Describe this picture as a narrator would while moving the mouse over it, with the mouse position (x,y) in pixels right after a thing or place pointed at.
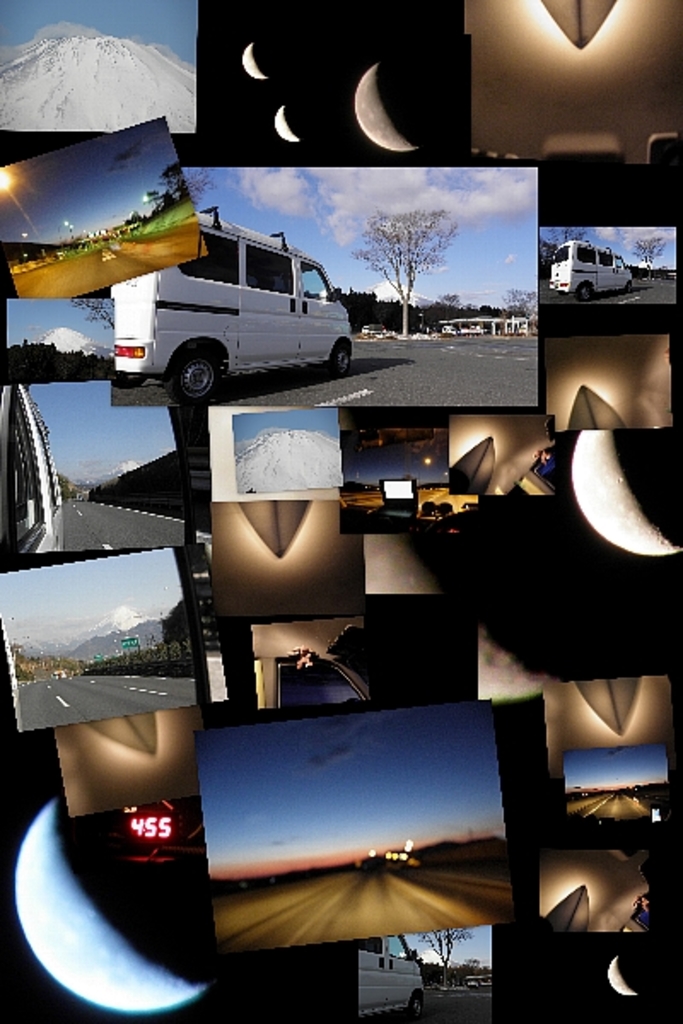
This is a collage image of the few pictures in which we can see roads (457,358), vehicles (305,281), moon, mountain (94,111) and trees (431,306).
